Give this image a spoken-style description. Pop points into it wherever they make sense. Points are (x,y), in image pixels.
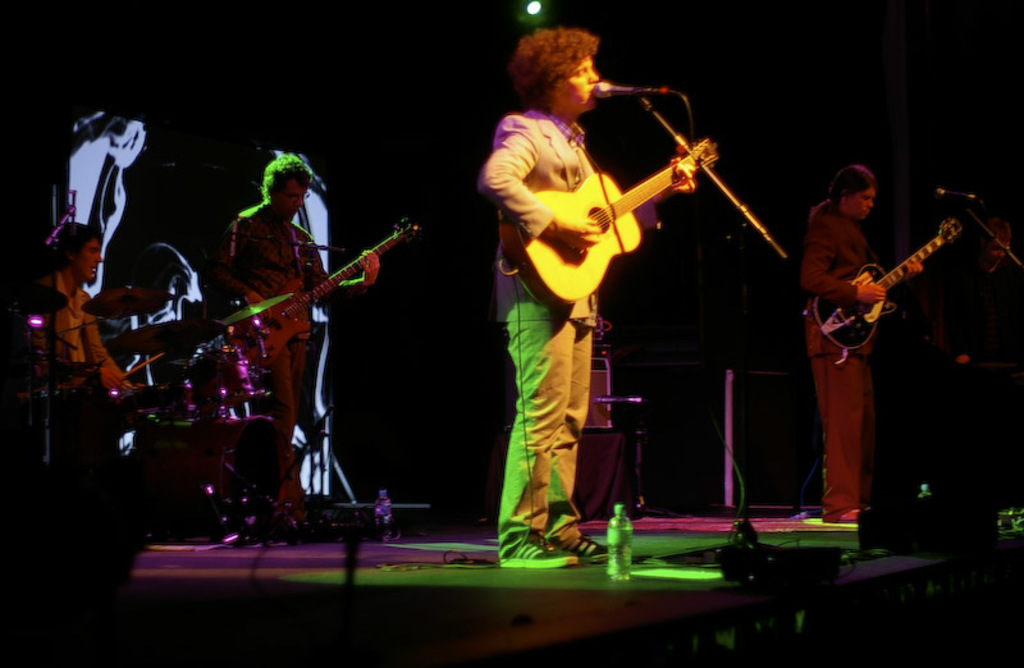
This picture shows a man (570,57) standing and singing with the help of a microphone (620,91) and playing guitar (567,210) and we see other men (865,459) playing guitar (288,303) standing and we see a man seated and playing drums (220,402) and we see a water bottle (617,537) and there is a dark background (368,49).
